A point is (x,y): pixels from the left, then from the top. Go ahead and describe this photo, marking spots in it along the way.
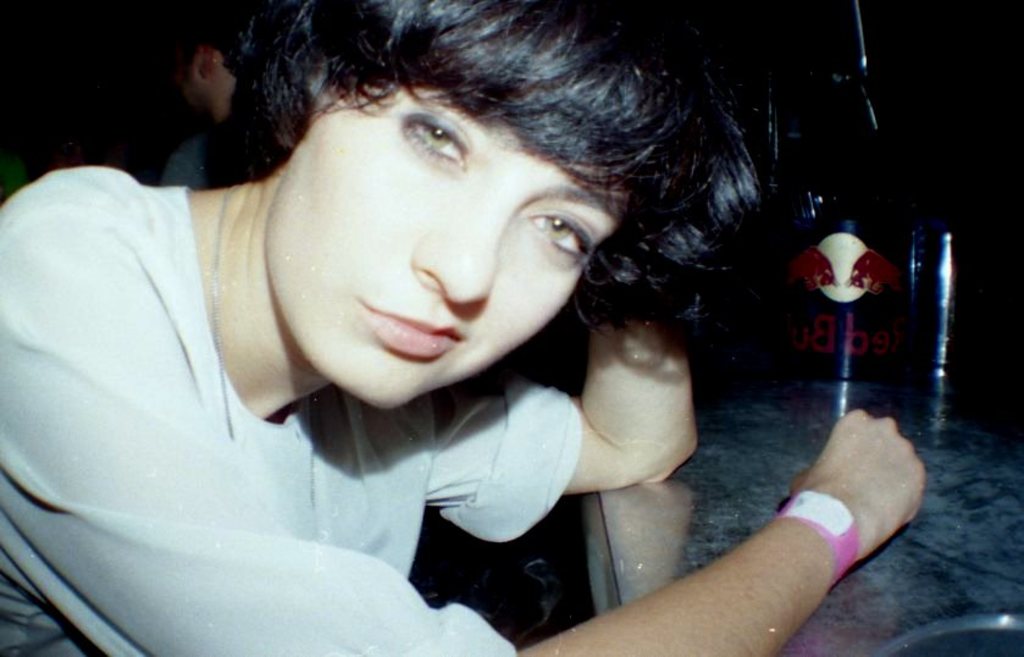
In the foreground (164,522) we can see a person (391,301). On the right (740,436) there is a table (813,398), on the table (740,436) we can see some objects (830,244) and text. In the background (212,113) we can see a person (208,114) and mostly it is dark.
